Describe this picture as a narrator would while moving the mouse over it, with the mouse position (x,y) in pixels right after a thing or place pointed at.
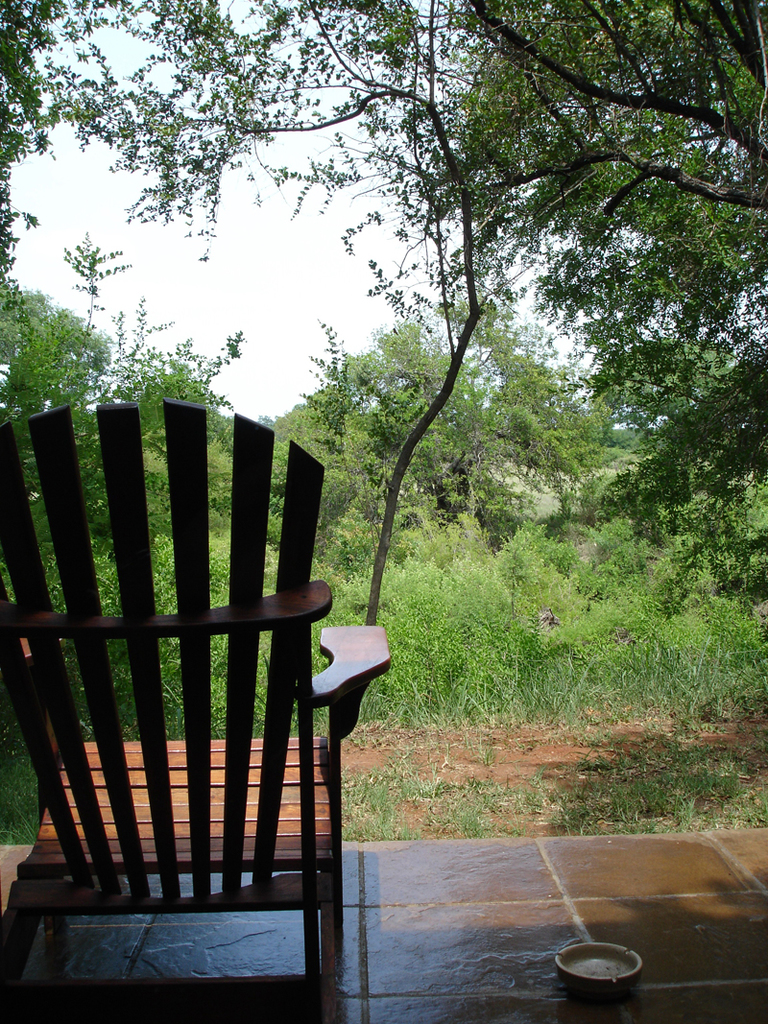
In this picture I can see a chair (306,731), there is grass (699,725), there are plants (718,549), trees (685,167), and in the background (374,242) there is the sky (327,265).
